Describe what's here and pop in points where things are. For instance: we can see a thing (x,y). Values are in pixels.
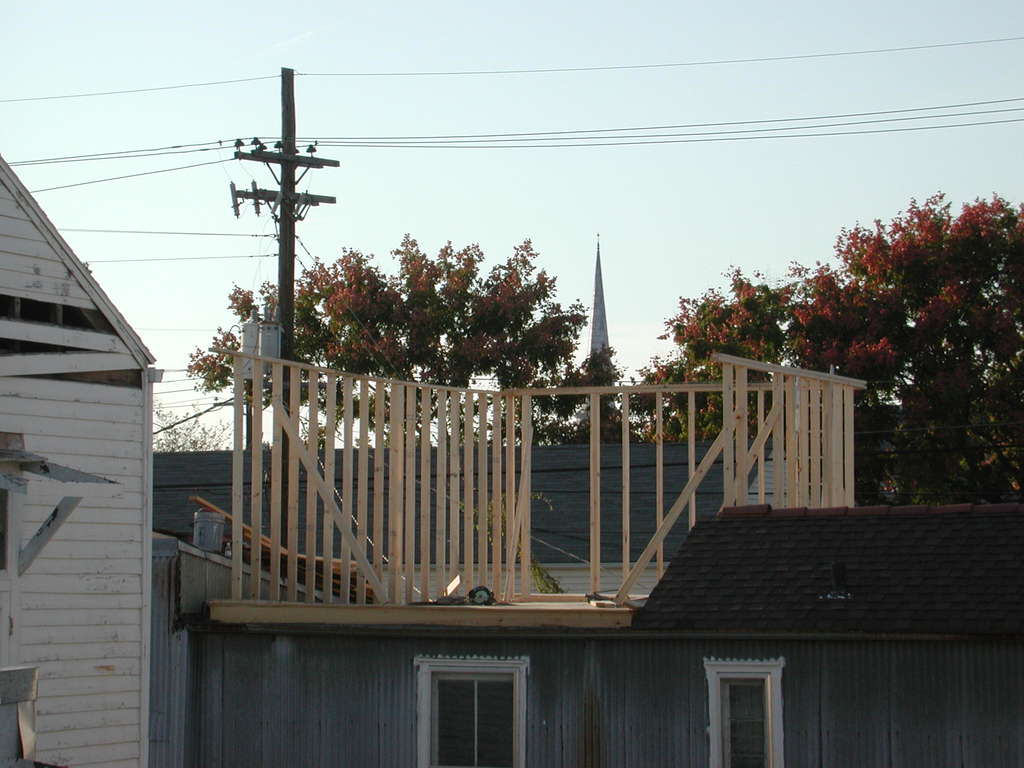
In this image we can see some houses (611,504) with windows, there is an electrical pole (289,385) with wires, in the background (586,275) we can see some trees (362,329) and the sky (589,258).
